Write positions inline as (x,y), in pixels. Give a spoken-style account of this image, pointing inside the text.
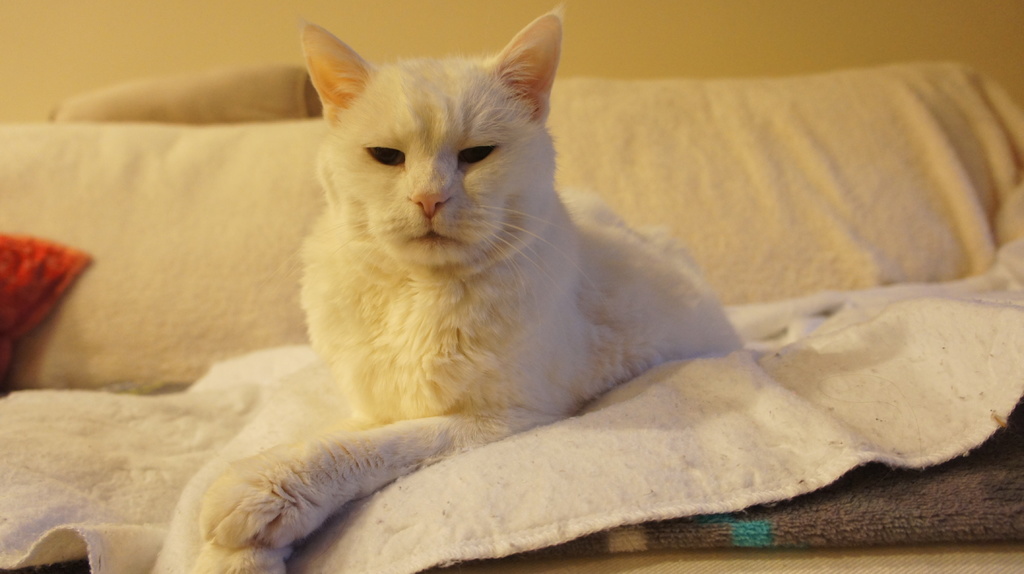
This is the picture of a cat (471,280) which is on the sofa (535,558) and it is in white color.
